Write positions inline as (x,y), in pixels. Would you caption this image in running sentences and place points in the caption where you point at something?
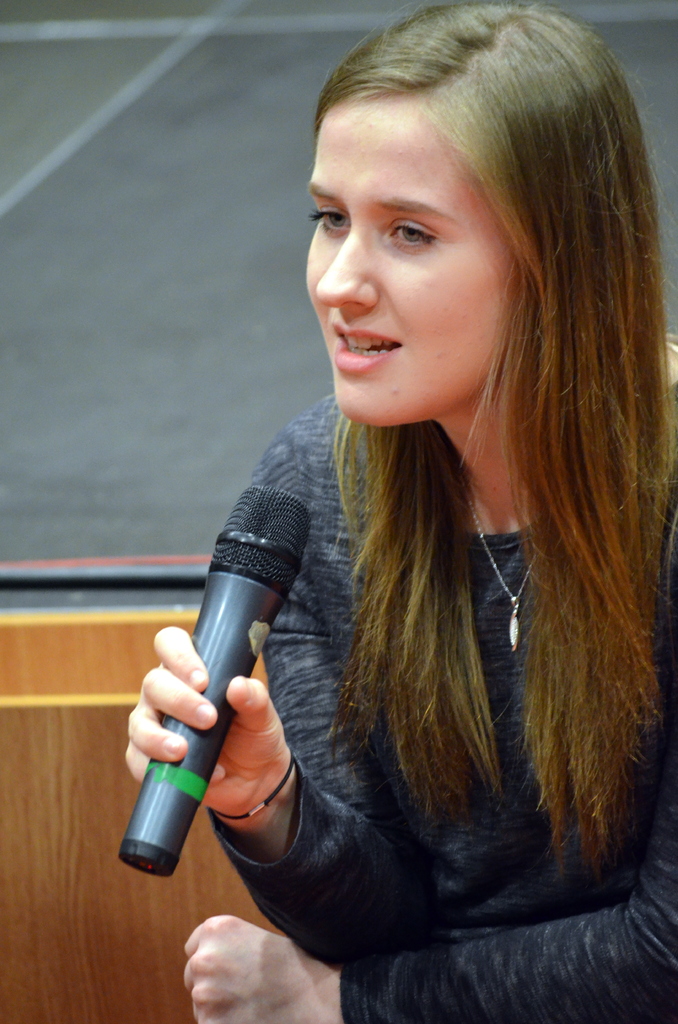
There is a woman (399,164) in the image. Who is holding a microphone (300,552) and she is also talking.
